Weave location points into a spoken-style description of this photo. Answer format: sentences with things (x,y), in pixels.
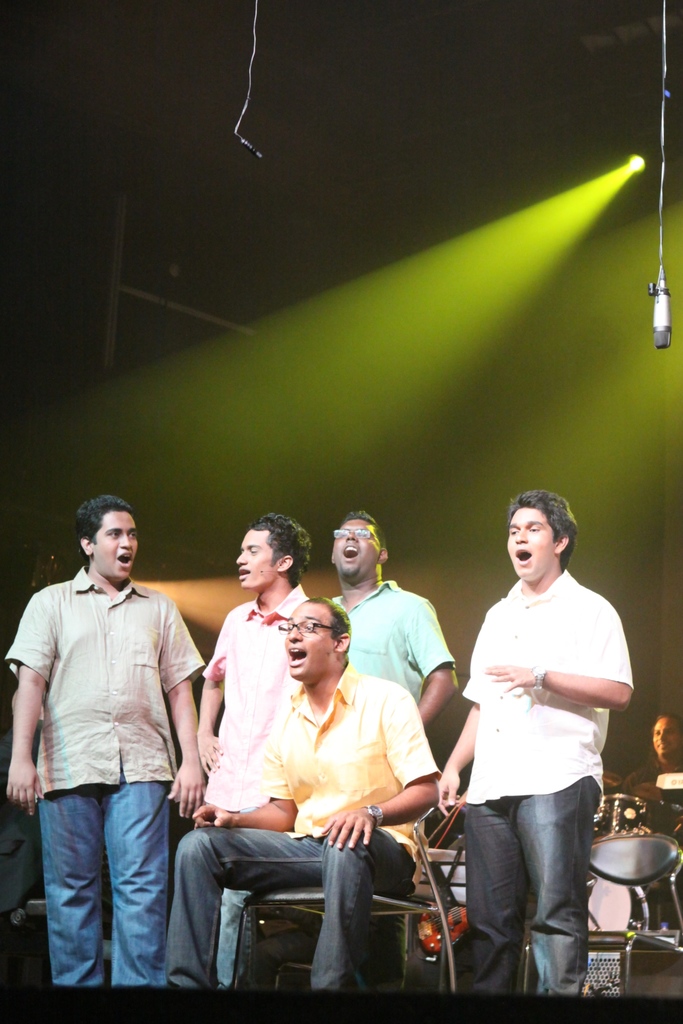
In this image we can see there are a few people (450,680) standing and singing and the other person (290,805) sitting on the chair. And there are musical instruments (617,825) and chairs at the back (613,879). At the top (668,329) we can see the microphones (668,329).
